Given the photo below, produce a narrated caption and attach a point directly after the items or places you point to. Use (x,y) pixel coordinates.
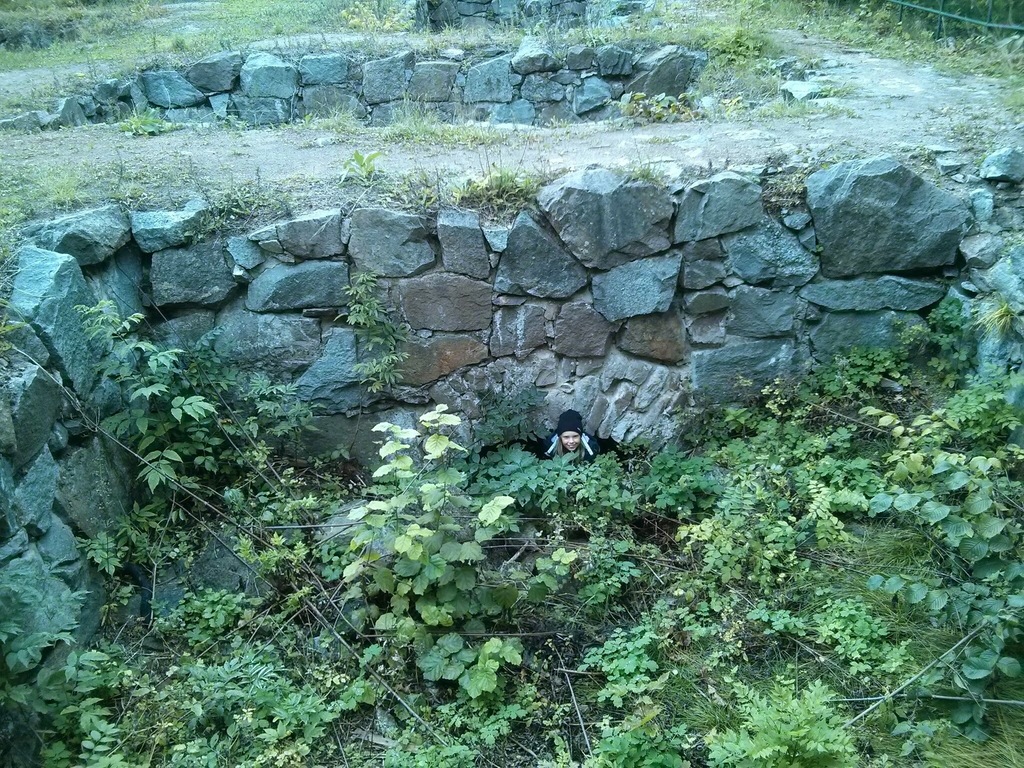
In this image we can see a person (568,455) sitting in between trees (580,464), behind the person (582,448) we can see a stone wall (573,334), there we can also see few plants (333,114), stones (395,112), trees (733,503).
